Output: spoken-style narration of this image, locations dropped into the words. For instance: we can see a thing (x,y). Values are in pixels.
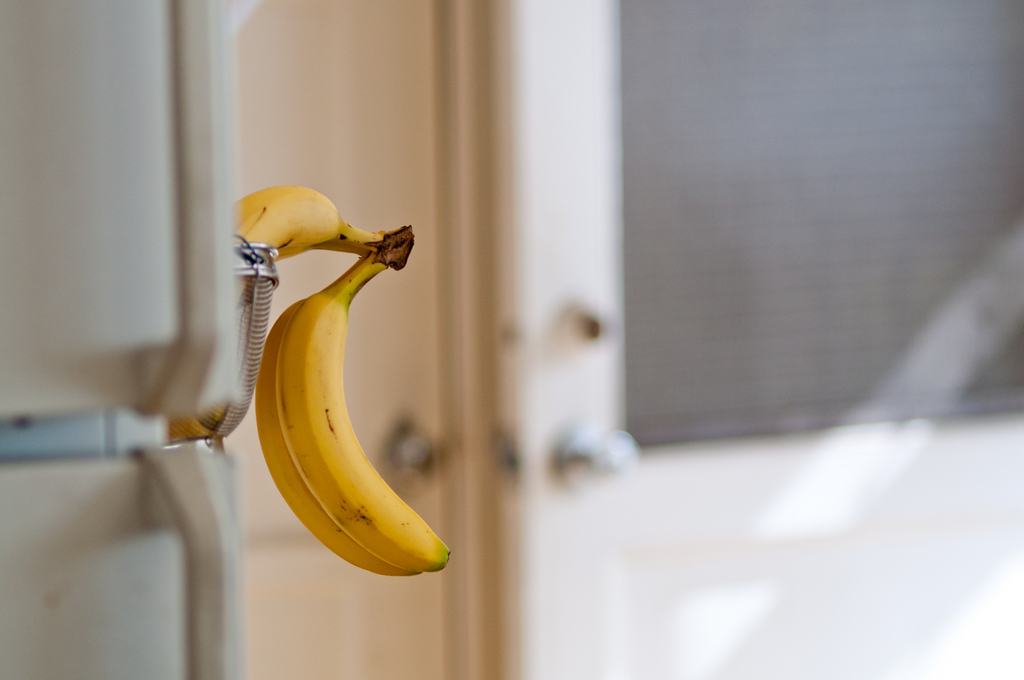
In the image we can see there are two bananas (302,357) kept on the stand (246,325) and behind the image is little blurry.
